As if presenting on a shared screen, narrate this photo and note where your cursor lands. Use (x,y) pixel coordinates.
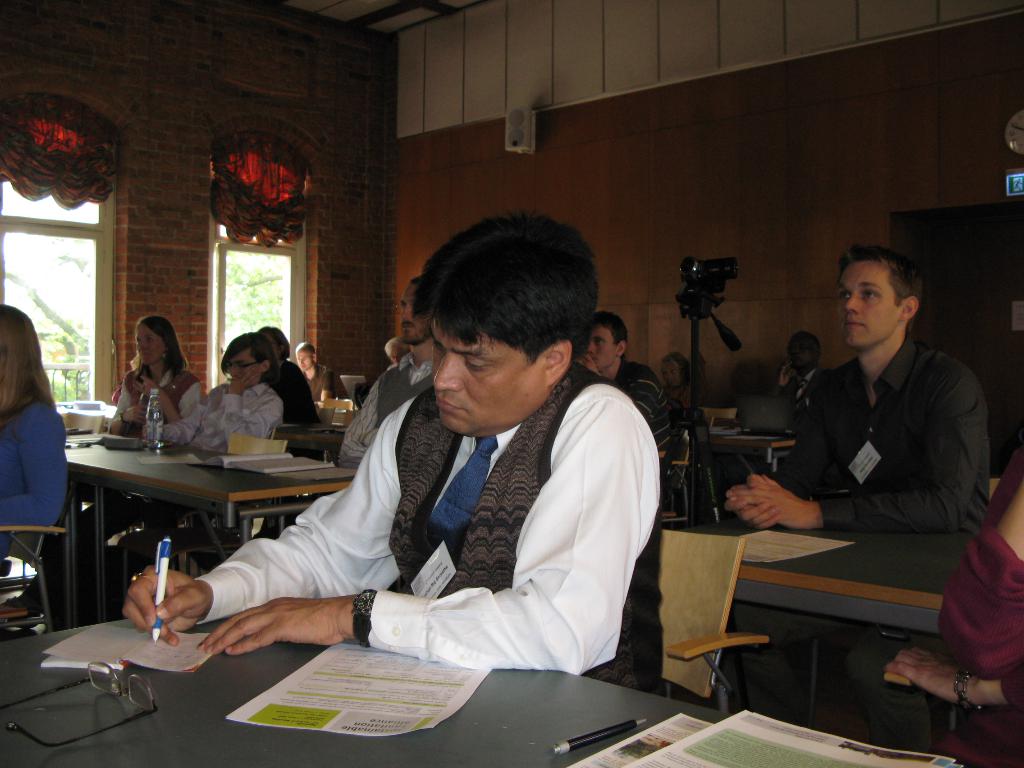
This image is clicked in a room (39,57). There are many persons (50,521) sitting in this room (714,632). There are many tables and chair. In the middle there is a camera (710,288) on the stand (695,362). In the front (382,546), the man (360,551) sitting and writing is wearing a white shirt (544,496). In the background (436,197), there is a wall (603,171) on which a speaker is fixed.
